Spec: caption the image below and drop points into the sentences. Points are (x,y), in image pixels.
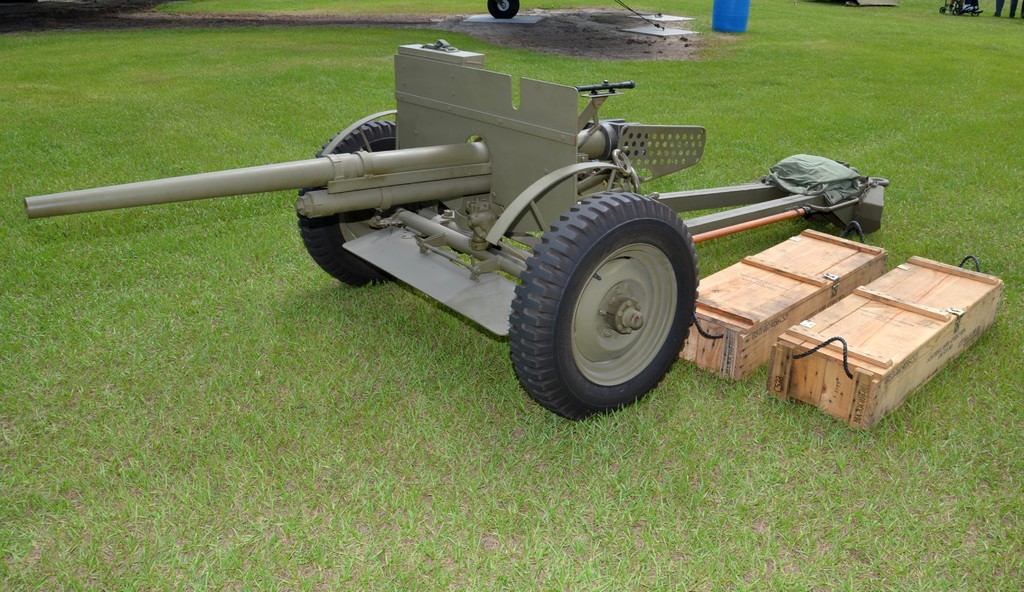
This image consists of grass (523,439). There is a drum (741,27) at the top (736,15). There is something like vehicle (503,179) in the middle (487,288). It has wheels (563,322). There are two boxes (874,314) on the right side (820,336). There is person's leg (1008,10) at the top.
